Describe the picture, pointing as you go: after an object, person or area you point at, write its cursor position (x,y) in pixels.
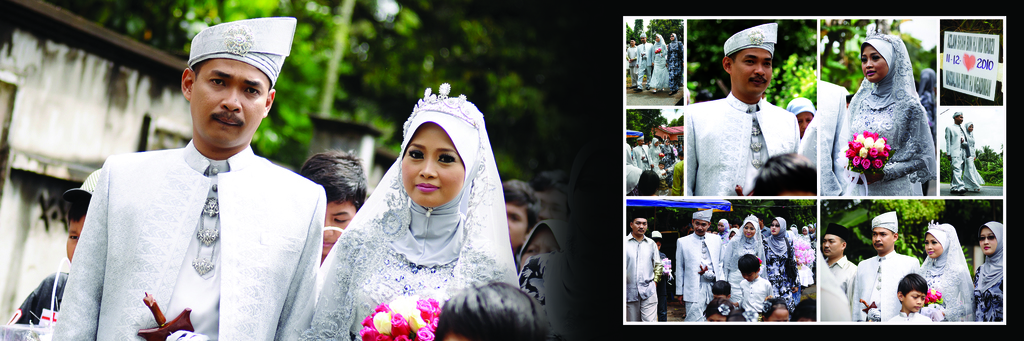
This is edited image, in this image we can see people (294,219) and flowers (857,160). In the background (50,151) it is blurry and we can see wall (65,125) and trees (382,80).
